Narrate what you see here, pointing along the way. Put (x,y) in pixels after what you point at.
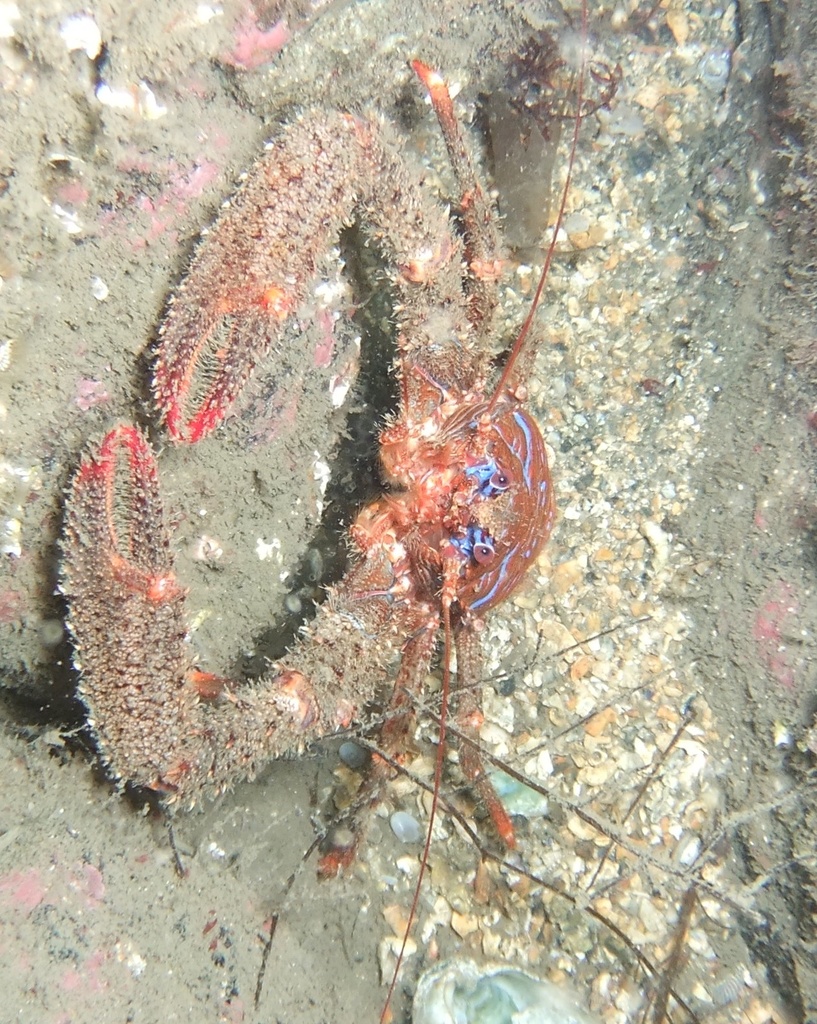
The picture is taken in water (446,753). In the center of the picture (497,556) there is a crab (446,650). At the bottom (446,999) there is an oyster shell (472,986).
